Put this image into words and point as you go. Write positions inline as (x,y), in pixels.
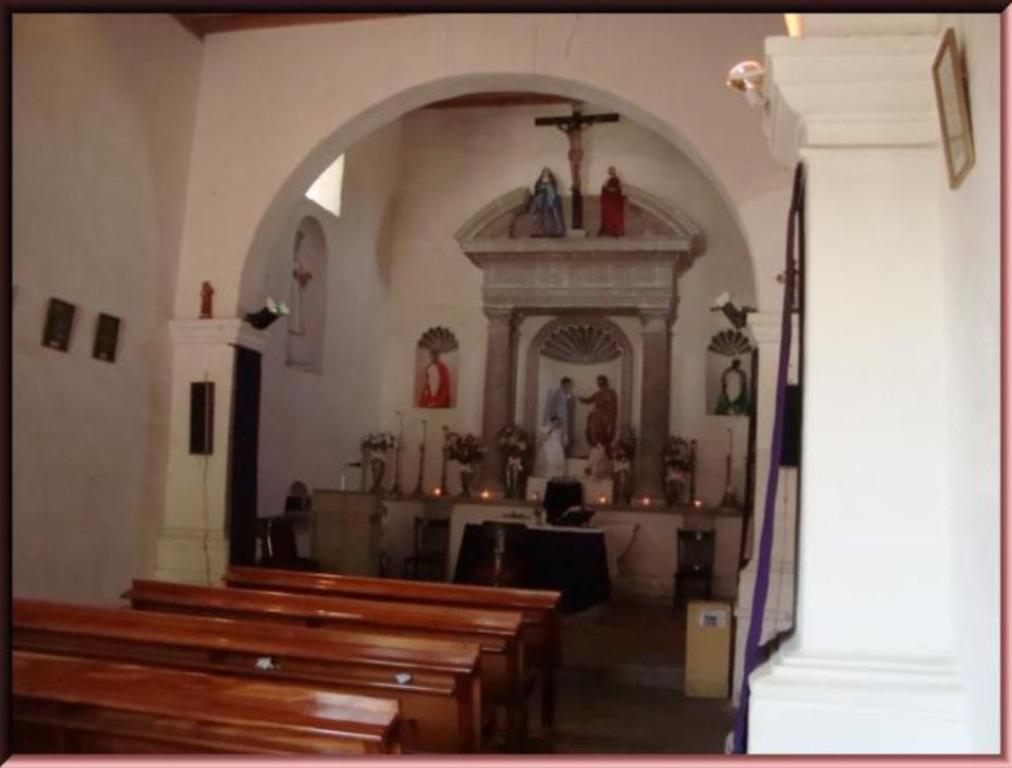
This is the inside view of a church (456,372). These are the benches (313,700). This is the wall (95,202). Here we can see a podium (344,506) with the mike (361,463). And these are the flower bouquets (512,463).
